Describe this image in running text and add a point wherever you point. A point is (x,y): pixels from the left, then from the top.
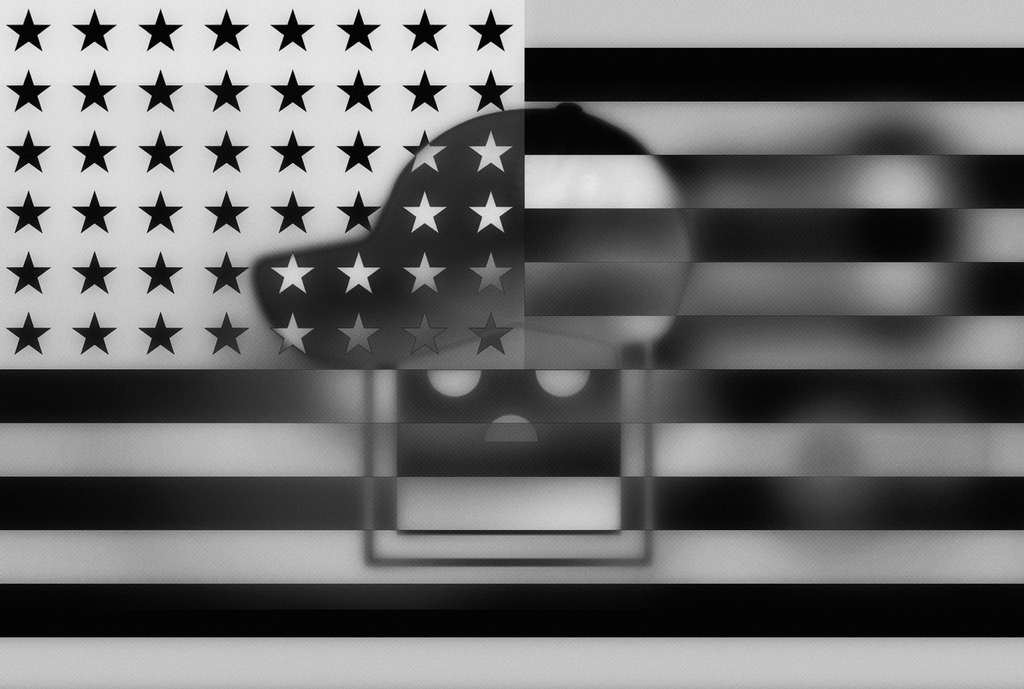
In this image there is a flag (487,278) and in the center (509,263) there is a cap (516,256).
